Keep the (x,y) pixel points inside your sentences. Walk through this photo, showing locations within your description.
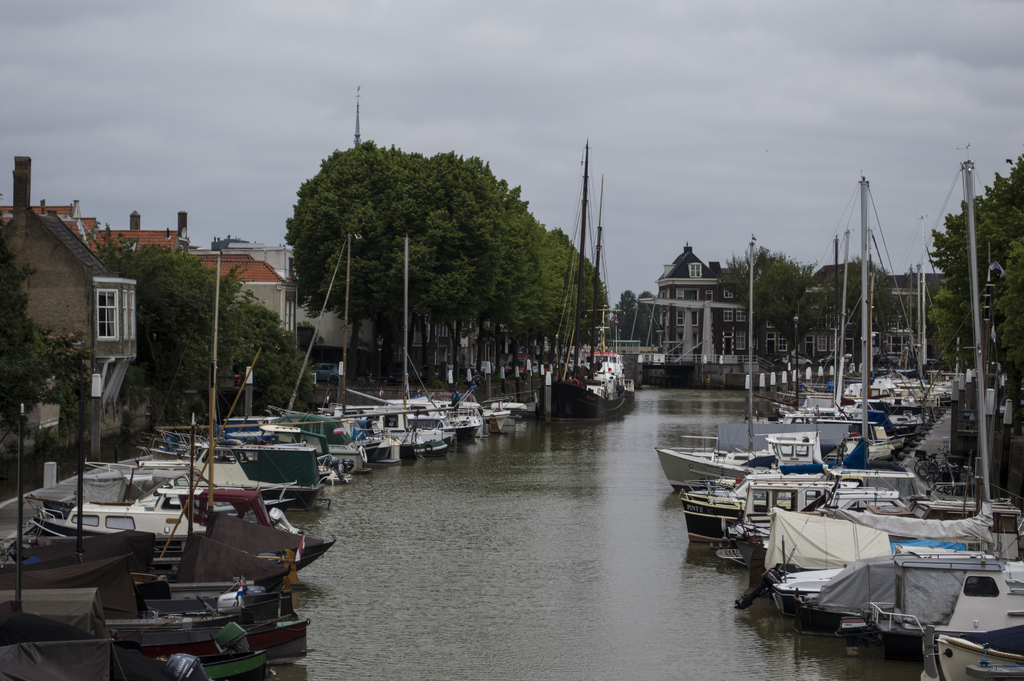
In the image we can see there are many boats (805,573) in the water (328,564). Here we can see the poles (217,290), trees (439,305) and the water (496,547). We can even see there are buildings (722,313) and the cloudy sky (732,79).
